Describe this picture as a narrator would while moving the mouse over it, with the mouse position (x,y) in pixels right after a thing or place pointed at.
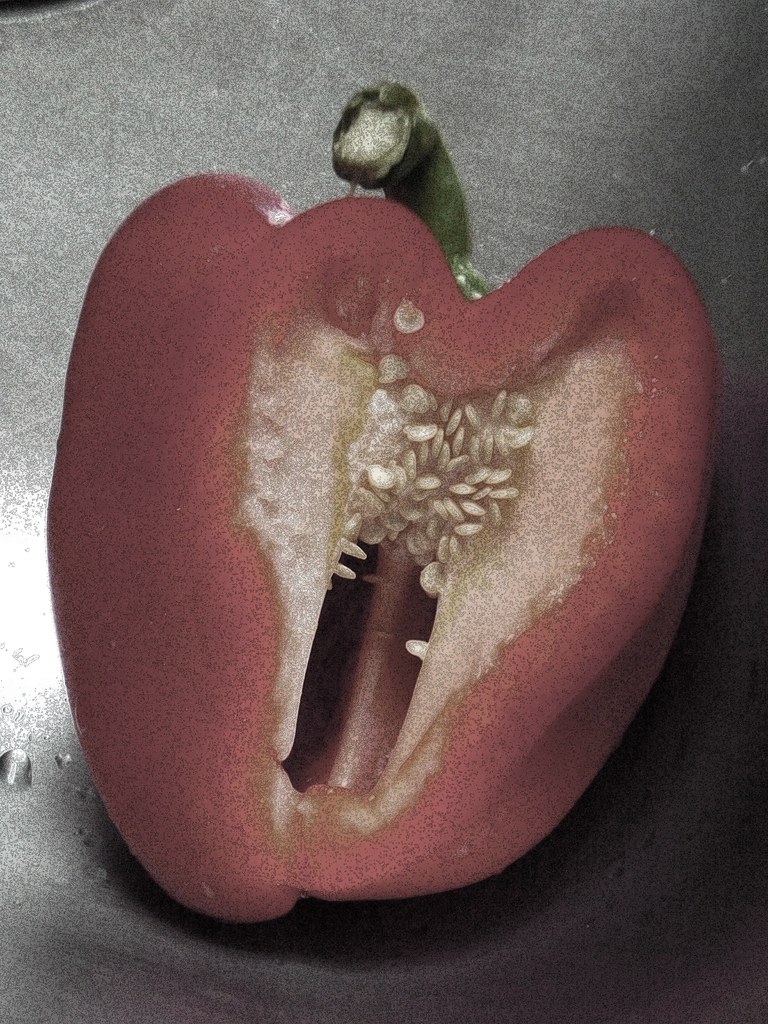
In this image in the center (284,383) there is a capsicum (426,408), and in the background (602,132) there is some object (631,83).
